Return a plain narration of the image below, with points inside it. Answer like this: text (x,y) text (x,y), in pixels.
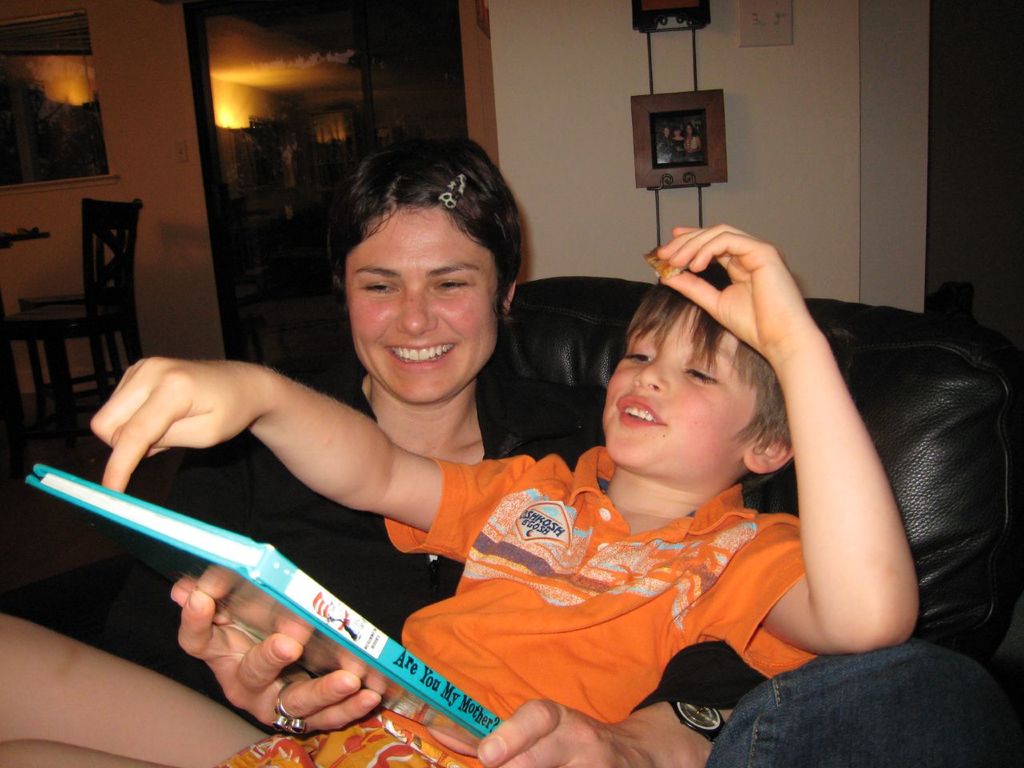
In this image there is a boy (477,651), he is holding an object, there is a woman (550,429) sitting on a couch (970,525), she is holding a book (306,576), there is a chair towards the left of the image (70,293), there are photo frames (675,117), there is the wall (599,190), there is a light (228,114), there is an object (752,31) on the wall (726,44) towards the top of the image (776,22).
